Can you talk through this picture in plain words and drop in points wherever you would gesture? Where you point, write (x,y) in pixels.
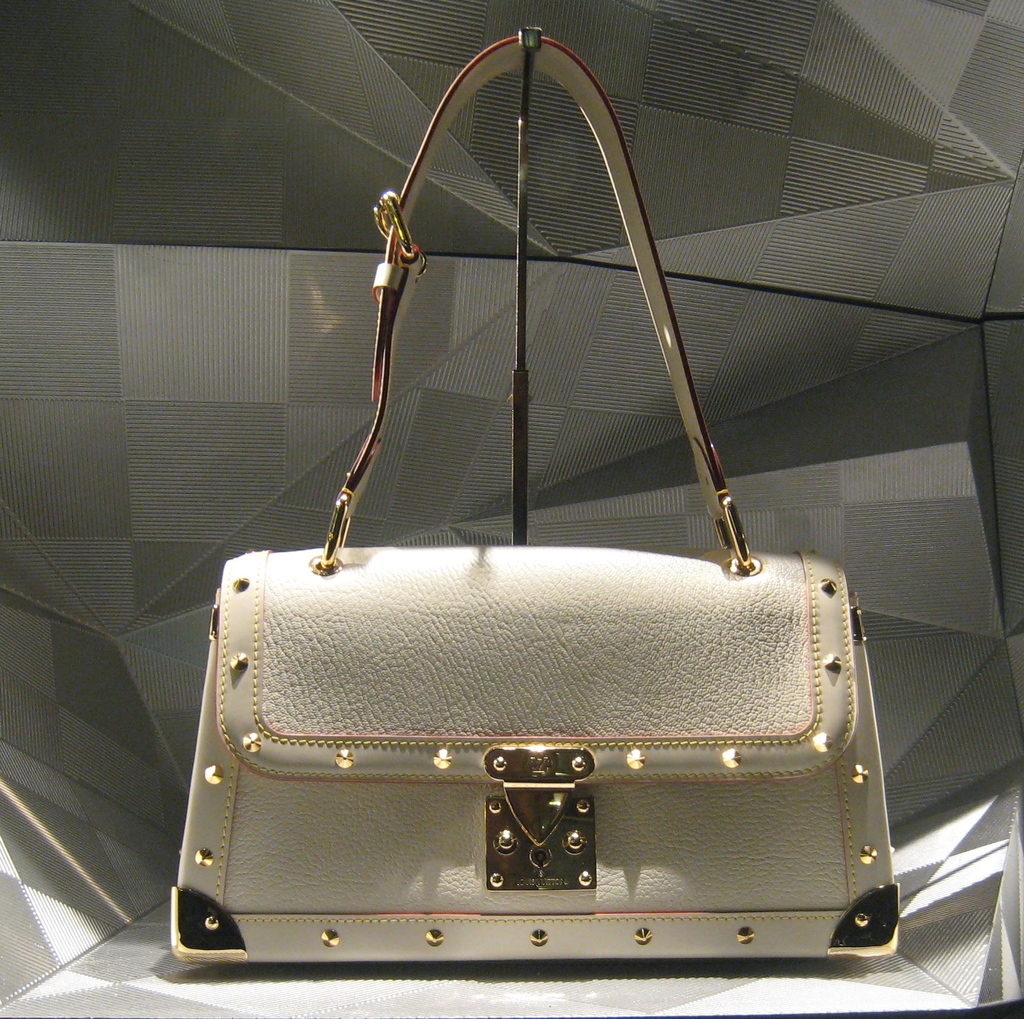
In this Image I see a bag (722,567).
